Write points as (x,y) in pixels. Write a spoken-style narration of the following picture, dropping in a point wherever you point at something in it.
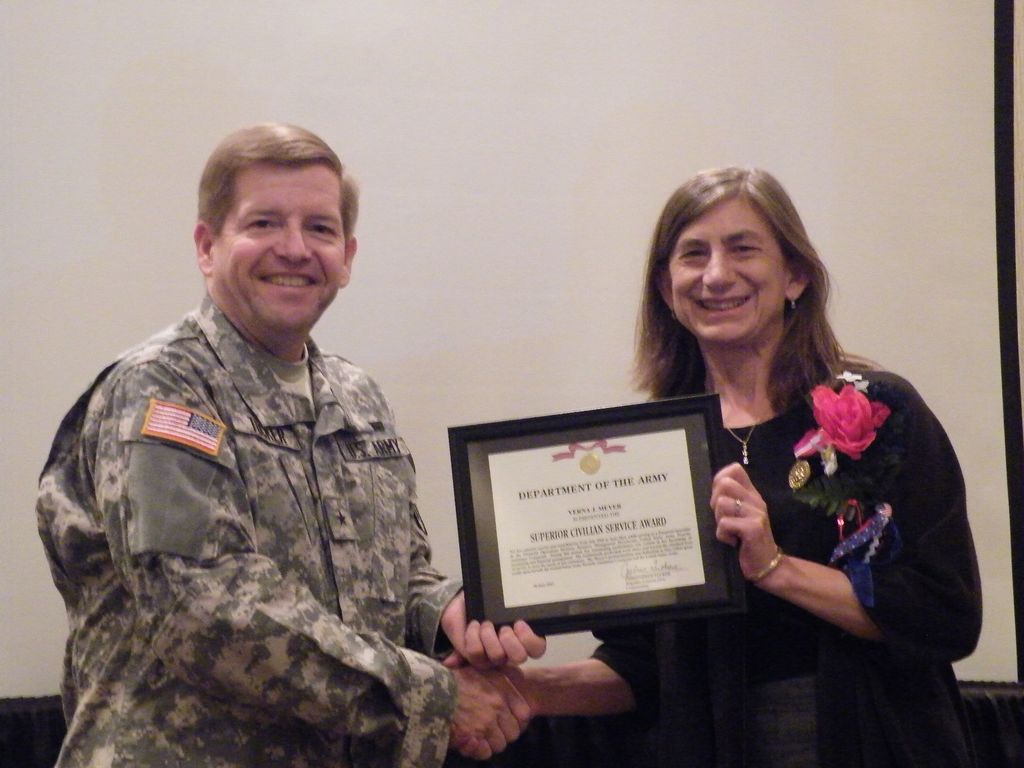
In this image we can see man (277,503) and woman (621,672) are shaking hand (500,694) and holding one frame (557,480). Man (323,484) is wearing army uniform (265,643) and woman (745,681) is wearing black color dress (786,664). Behind the wall (890,239) is there.
